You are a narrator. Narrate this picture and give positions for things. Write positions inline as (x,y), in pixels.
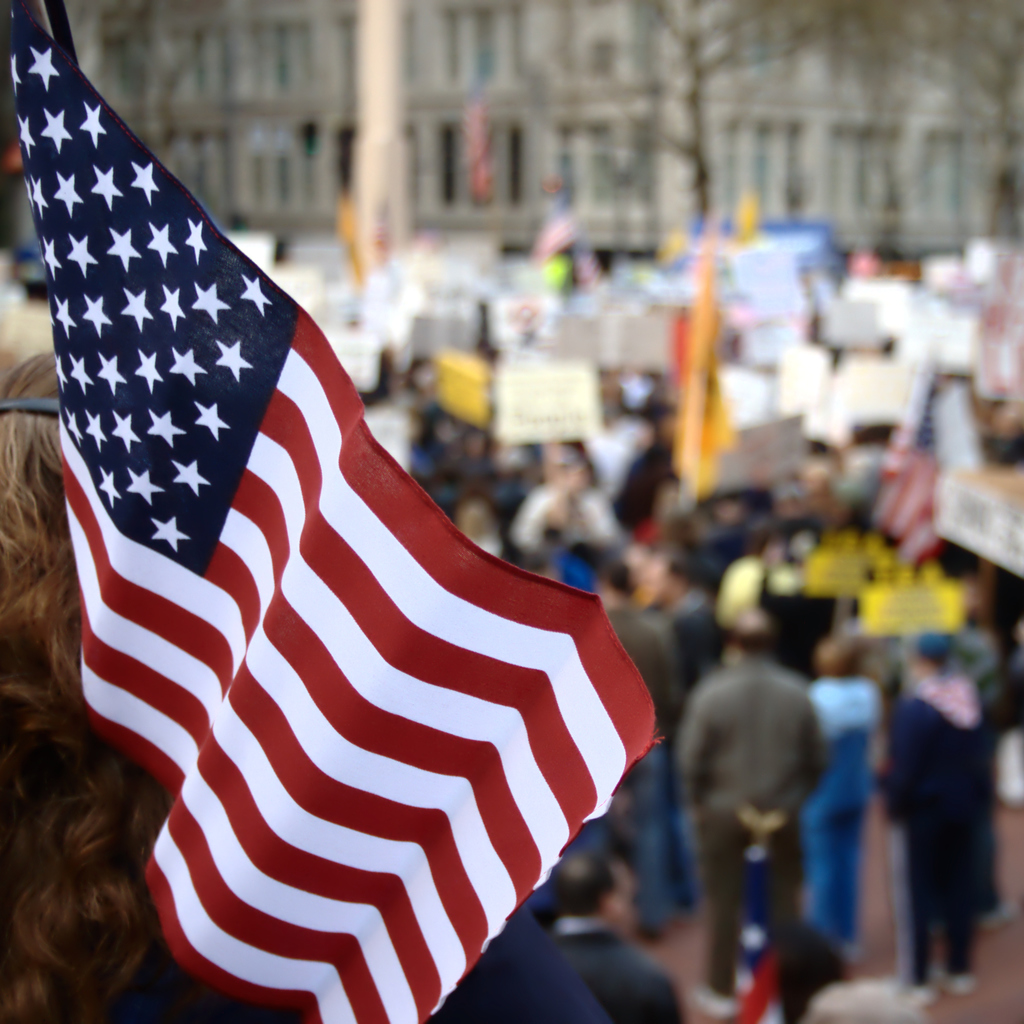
In this image we can see a group of people (648,873) standing on the ground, Some people (51,749) are holding boards (854,364) and some flags (116,258). At the top of the image (608,57) we can see building (166,94) with windows (957,167) and some trees (1005,154).
